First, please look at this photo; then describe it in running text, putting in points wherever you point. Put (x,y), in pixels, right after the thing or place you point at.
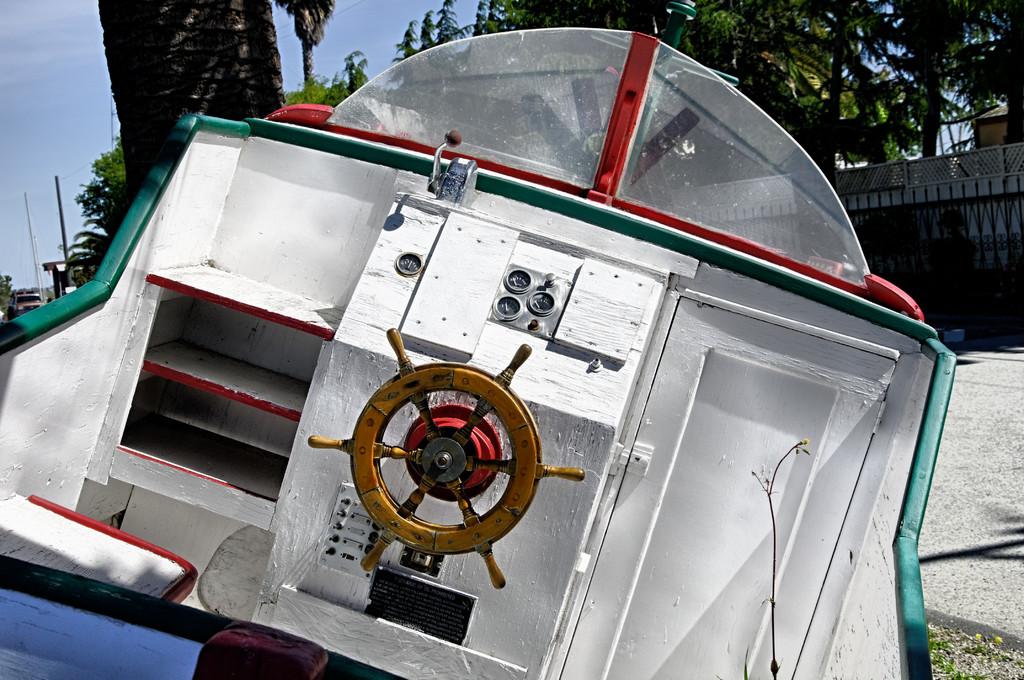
This picture describe about the white color boat (360,304) and yellow color steering (453,377) seen in the image. Behind we can see black color fencing boundary wall (937,231) and some tree (728,41).
